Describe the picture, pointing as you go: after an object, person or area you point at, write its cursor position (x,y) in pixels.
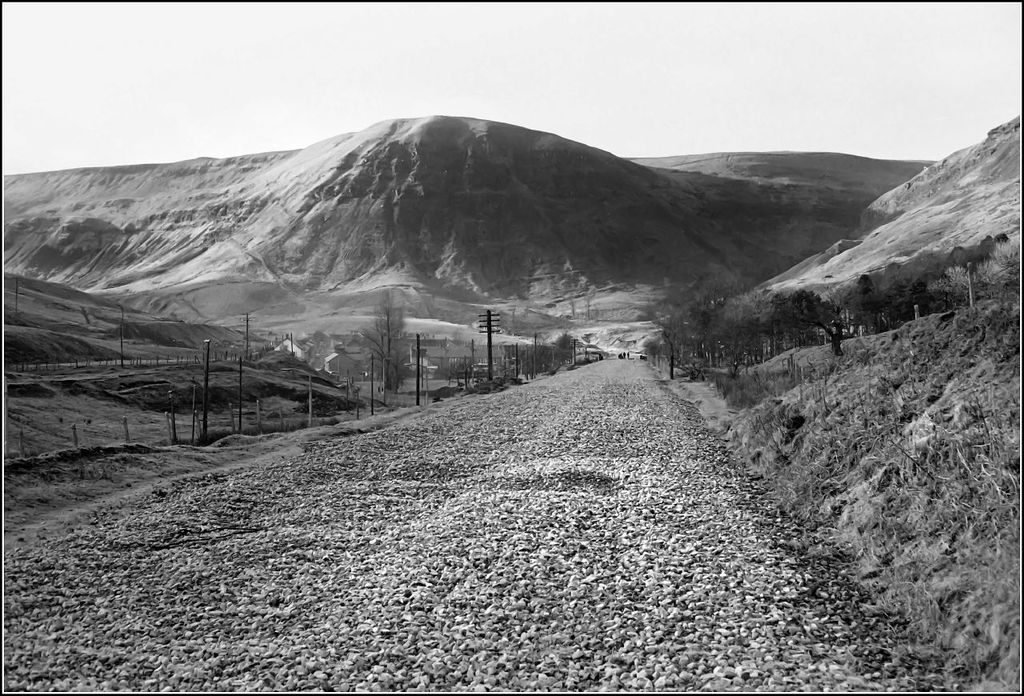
This image consists of a road (520,562). At the bottom (475,632), there are small stones (494,619). On the left (75,403) and right, there are small plants (960,385) and grass (888,432). In the background (104,277), there are mountains (543,202). At the top (553,42), there is sky (566,119). And we can see the poles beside the road (15,579).
